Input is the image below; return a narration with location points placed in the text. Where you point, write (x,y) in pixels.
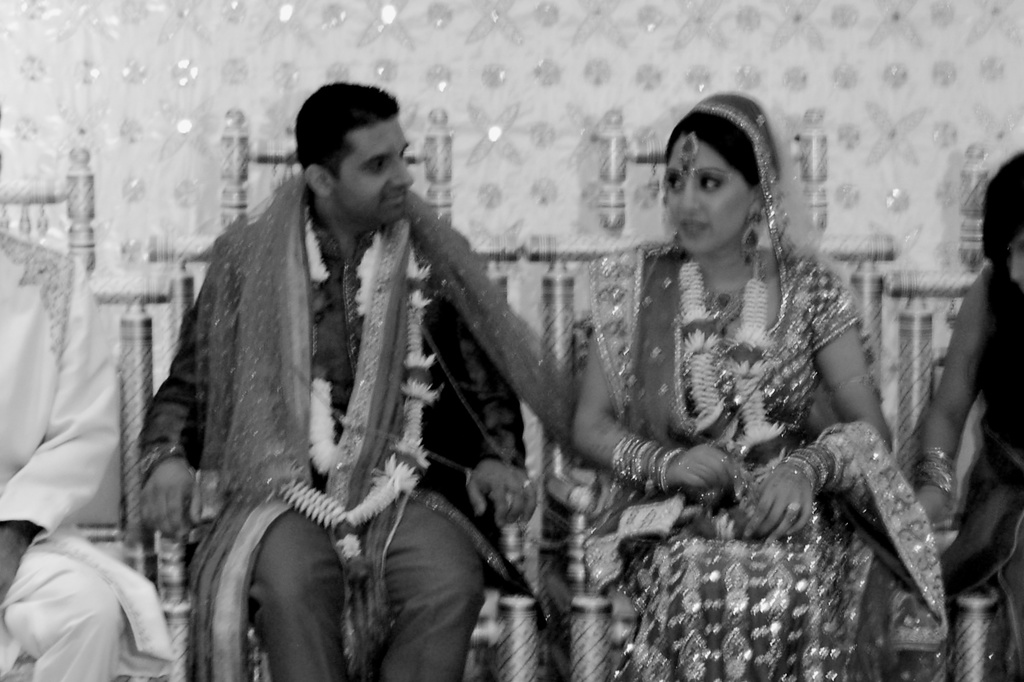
This is a black and white image and here we can see a bride (601,392) and a bridegroom (354,355) in traditional wedding dress (324,307) and wearing garlands (412,481) and sitting on the chairs (930,291). In the background (133,132), we can see some other people (931,431) and there is a wall (511,112).
